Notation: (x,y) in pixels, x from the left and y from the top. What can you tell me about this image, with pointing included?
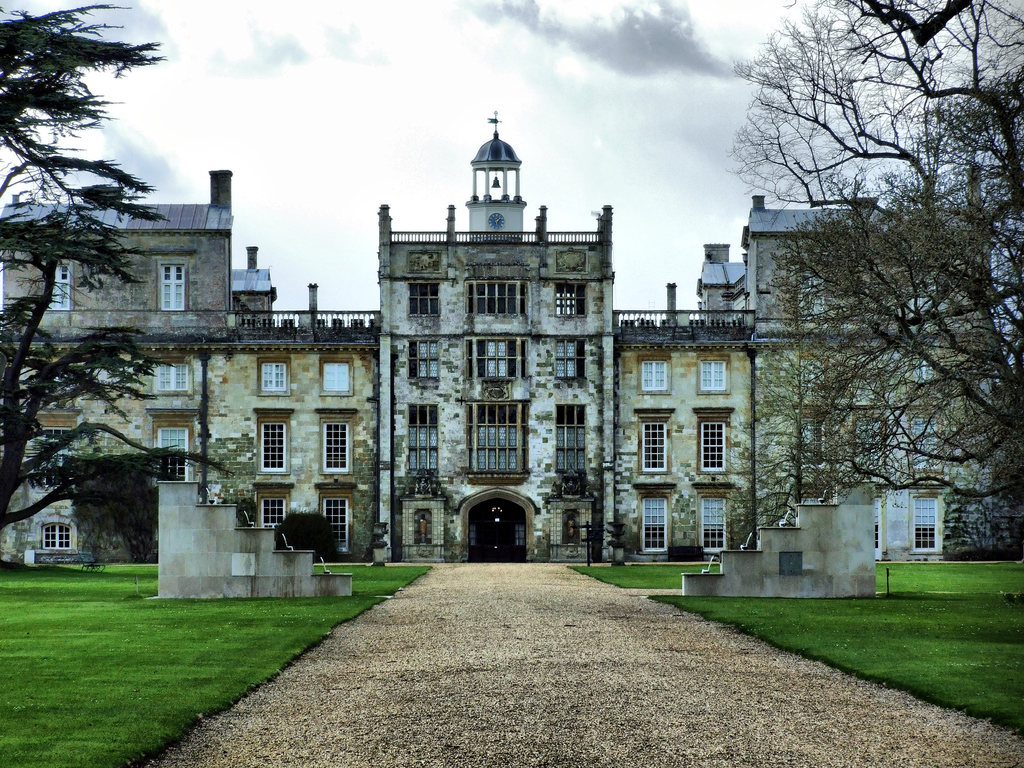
In this picture there is a Wilton house (555,414) in the center of the image (483,404) and there are stairs (749,568), trees (798,501), grassland (635,574) on the right (766,359) and left side of the image (165,460).
